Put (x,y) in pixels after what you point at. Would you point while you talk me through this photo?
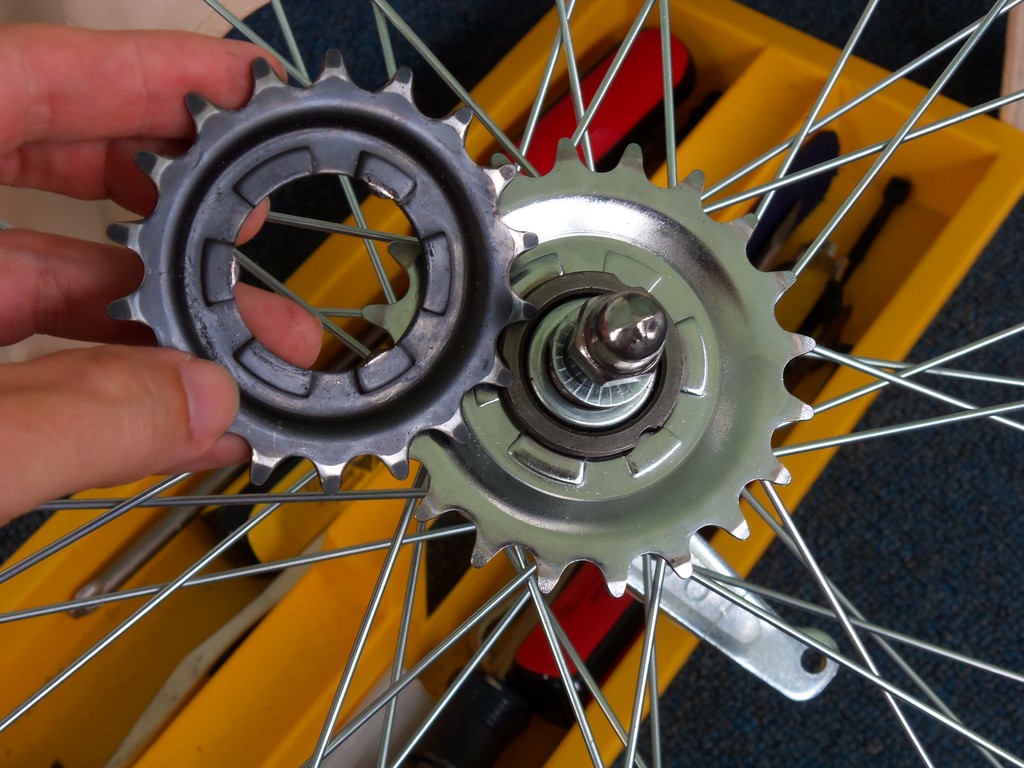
In this picture we can observe a wheel (537,481). There are rims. We can observe yellow color tool kit (489,617). On the left side (79,108) we can observe a human hand (92,190).
